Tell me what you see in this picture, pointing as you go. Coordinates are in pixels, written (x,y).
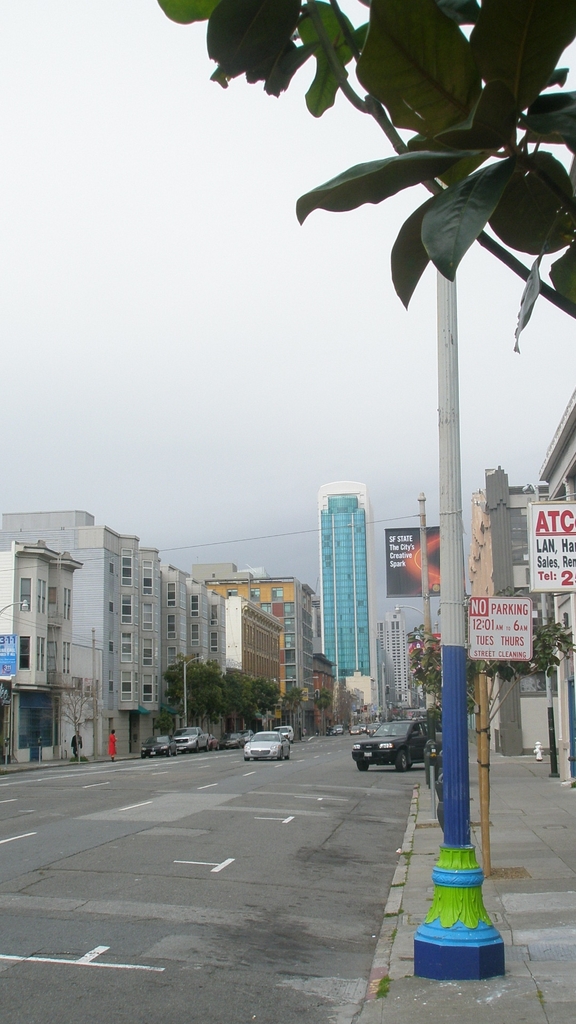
In this image we can see cars (374,753) on the road (100,842). To the both sides of the road (161,891) buildings (294,655), trees (219,706), banners (537,522) and poles (460,758) are there. The sky (282,327) is in white color.
